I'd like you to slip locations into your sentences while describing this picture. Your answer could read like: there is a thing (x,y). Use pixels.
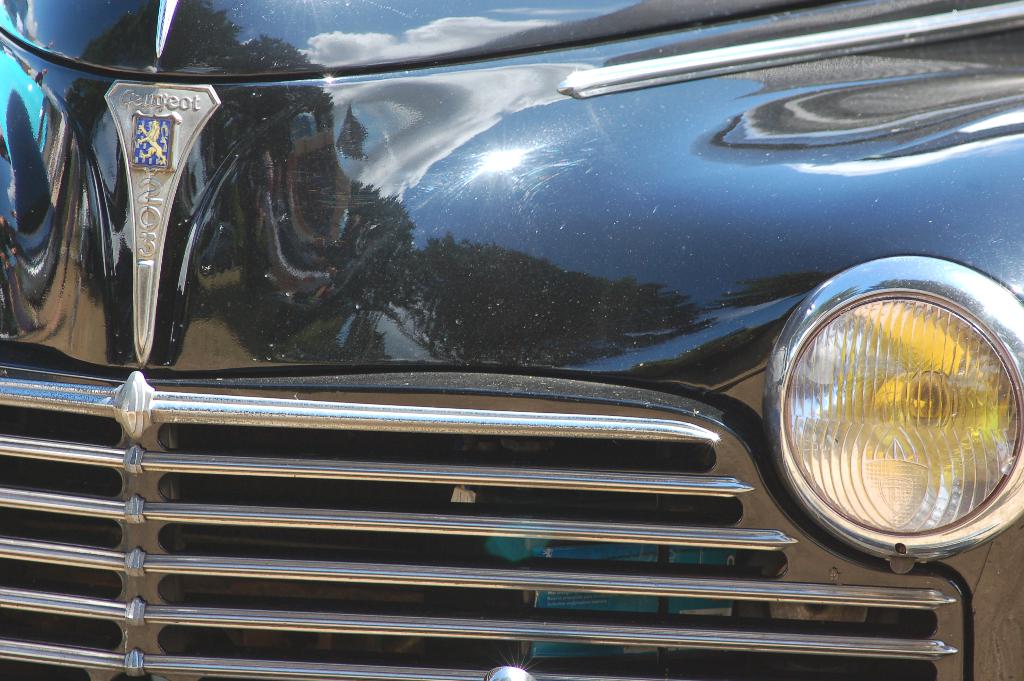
In the image we can see a grille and headlight (848,324) of a vehicle (529,225).
